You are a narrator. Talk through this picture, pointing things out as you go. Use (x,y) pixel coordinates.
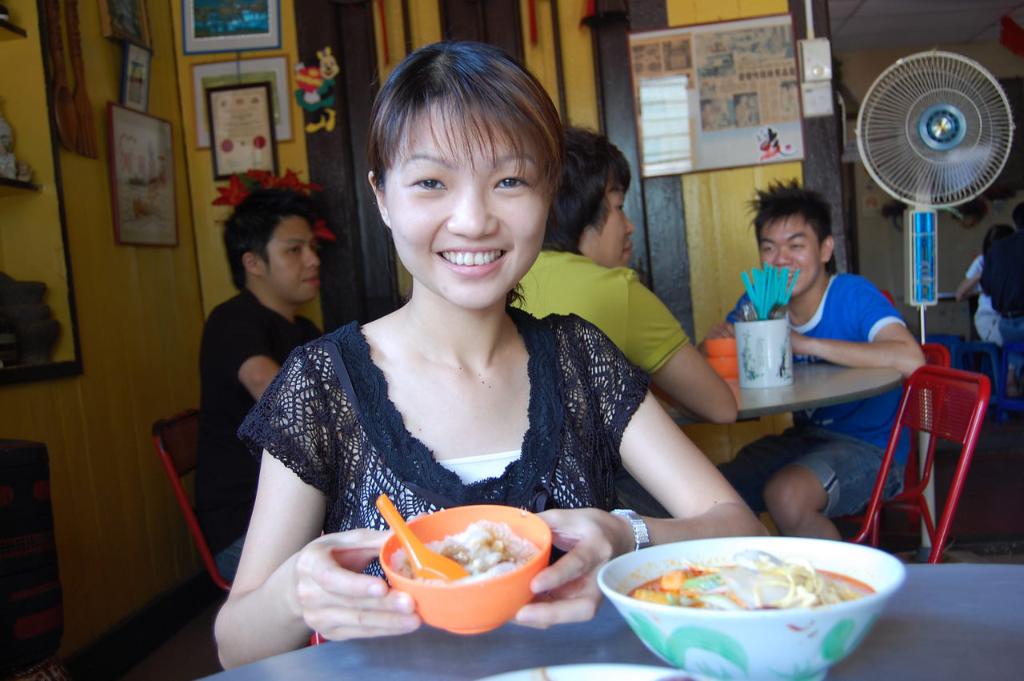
In this image there is one woman (487,501) sitting and holding a bowl (485,586) on the bottom of this image (512,486) and there is one table (882,633) on the bottom right corner of this image (939,631) and there is one bowl (660,611) kept on it. There are some persons (856,361) sitting on the chairs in the background (842,430). there is a wall (608,99) on the top of this image (151,203), and there are some frames (200,71) are attached on it, and there is a fan (932,262) on the right side of this image (907,240). There are some objects (773,343) kept on a table (744,391) on the right side of this image (716,349), and there is one object (43,466) on the left side of this image (47,567).
